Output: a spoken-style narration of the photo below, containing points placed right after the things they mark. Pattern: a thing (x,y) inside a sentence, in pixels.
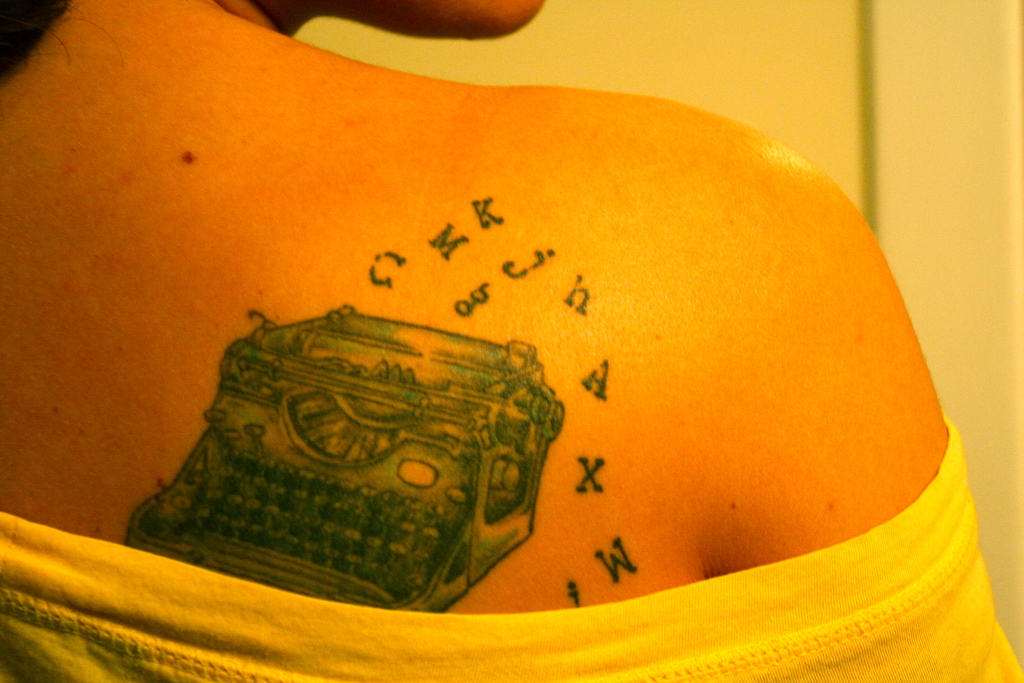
In this image, we can see a tattoo (326,382) on the person (665,261) and in the background (867,142), there is a wall (931,253).
